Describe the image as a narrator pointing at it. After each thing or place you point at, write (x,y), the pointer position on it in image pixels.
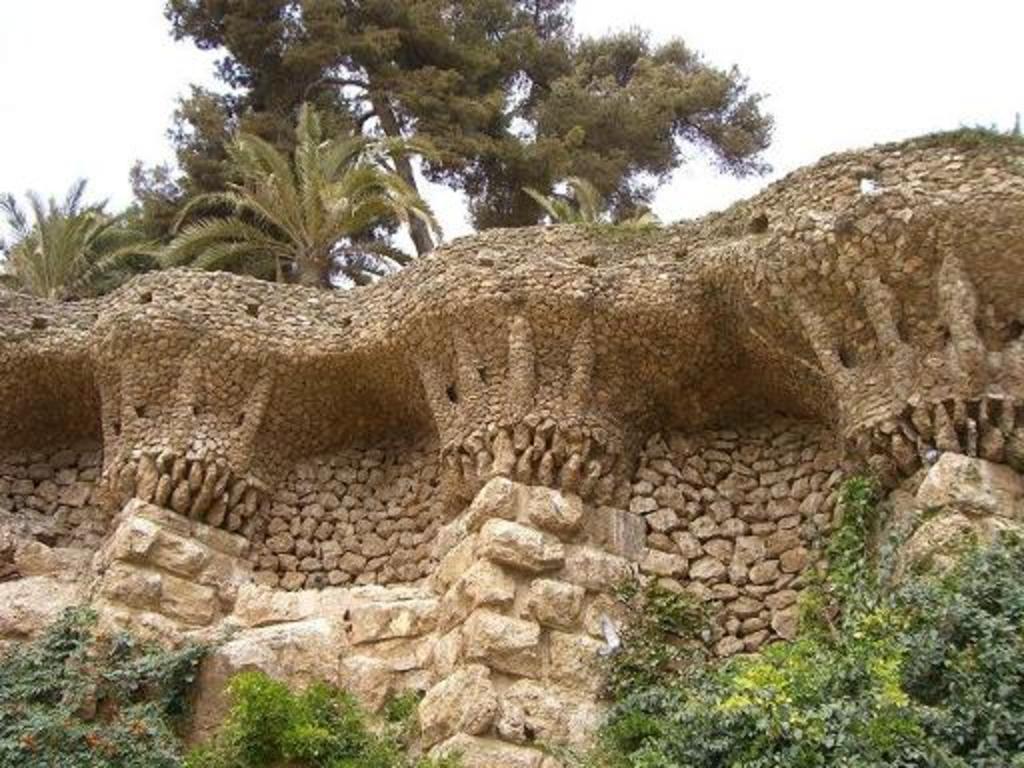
In this image, in the middle (513,461) there is a wall (603,446). At the bottom (722,666) there are plants (846,665), stones (532,646). At the top (450,206) there are trees (619,139), sky (805,130).
